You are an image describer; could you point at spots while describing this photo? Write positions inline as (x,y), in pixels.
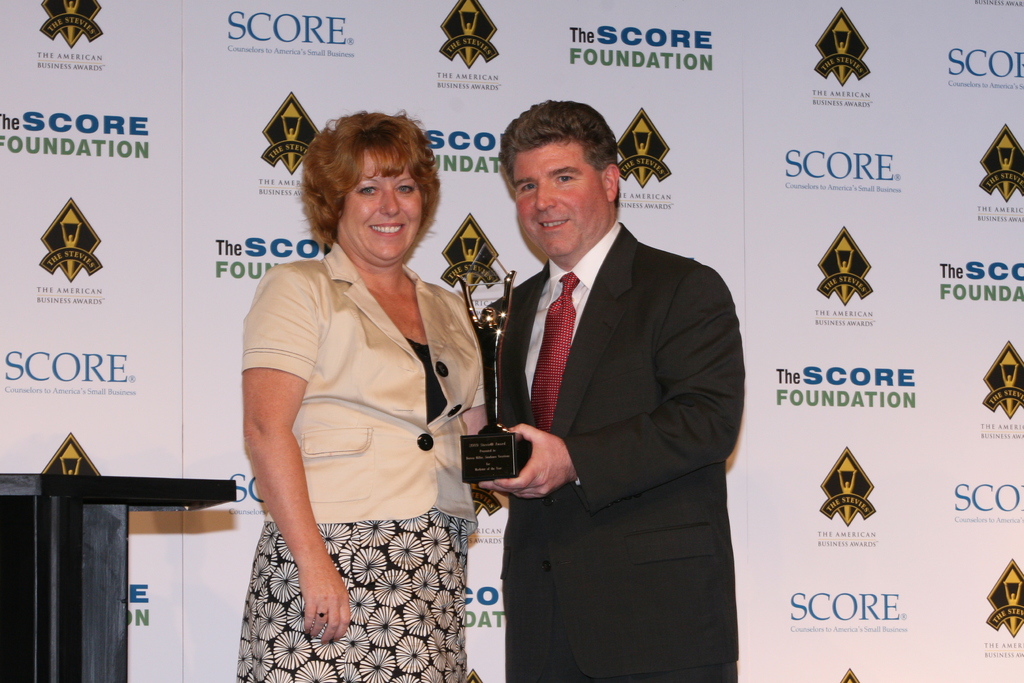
In the center of the image (519,453), we can see people (306,366) standing and holding an award (488,386) and one of them is wearing a coat (616,309) and a tie (574,282). In the background (87,53), there is a podium (73,496) and we can see some text (303,34) and logos (317,34) on the board (793,439).
